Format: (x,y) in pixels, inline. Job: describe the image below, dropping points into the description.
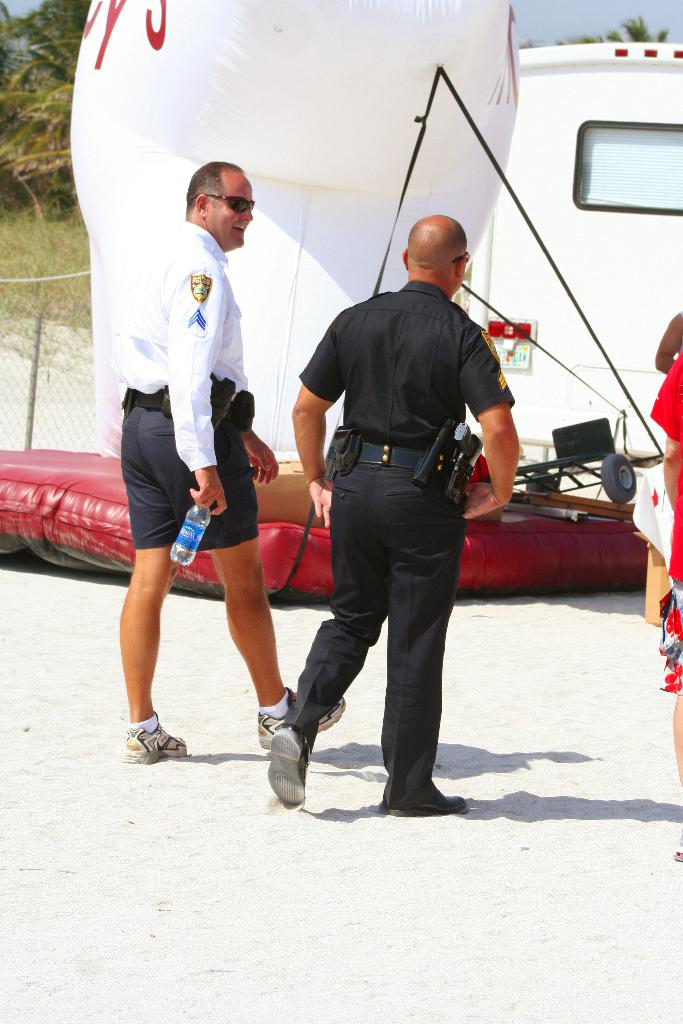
In this image, there are a few people (342,372). We can see the ground (121,711) and the fence (0,313). We can also see some grass (20,226) and trees (18,125). We can see a red colored object (523,551) and a balloon (379,122). We can also see a white colored object (592,263). We can see the sky (682,14).
